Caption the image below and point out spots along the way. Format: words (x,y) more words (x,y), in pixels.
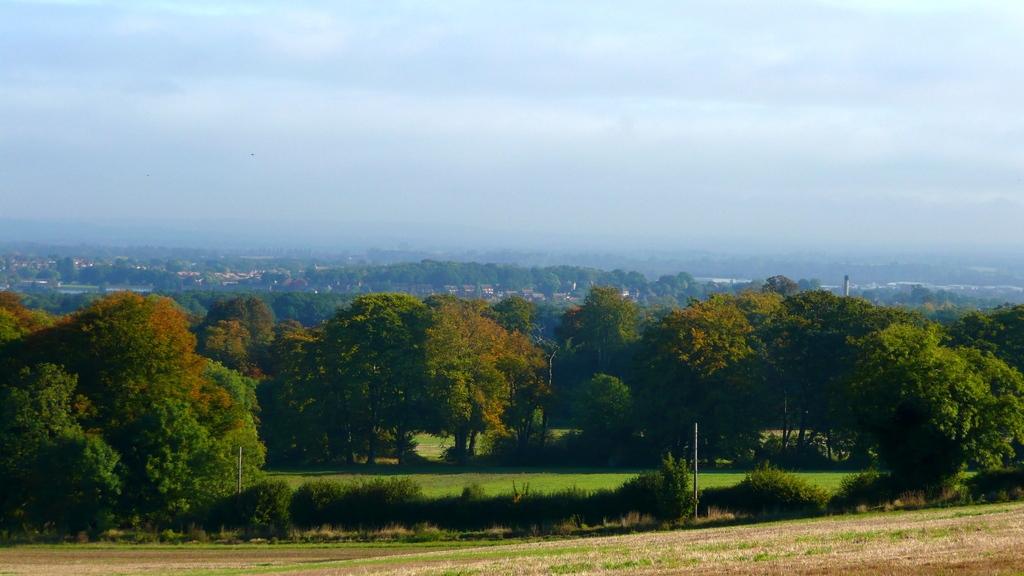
Here we can see plants (379,526), poles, grass (262,540), and trees (305,333). In the background (714,78) there is sky (544,86).
